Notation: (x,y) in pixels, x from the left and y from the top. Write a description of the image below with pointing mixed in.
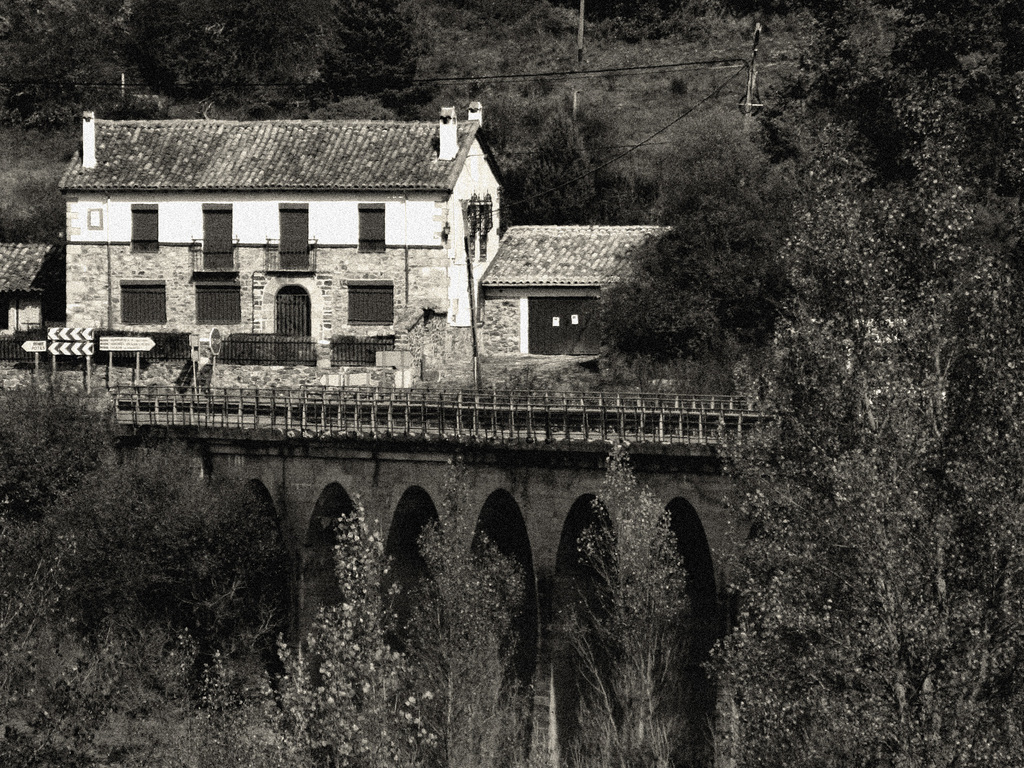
In this image I can see a black and white picture. I can see few trees (376,610), a bridge (684,438), the railing (125,406) and few sign boards (121,340). In the background (153,316) I can see a building (279,174), few poles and few trees (367,68).
